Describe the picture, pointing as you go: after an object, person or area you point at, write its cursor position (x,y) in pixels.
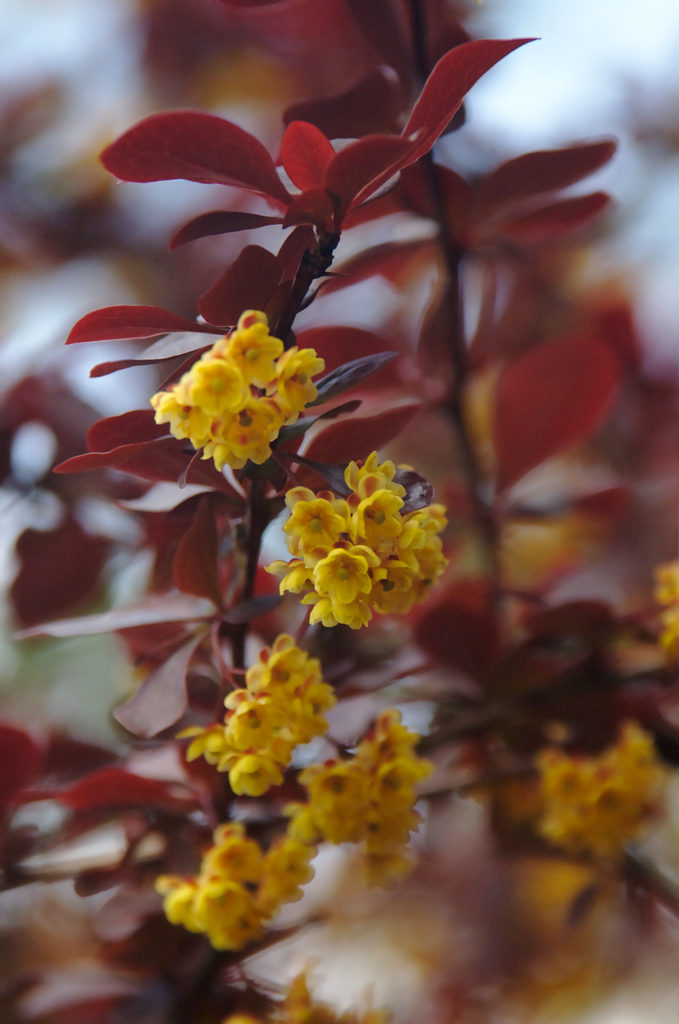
In the picture I can see the flowering plants (664,425).
